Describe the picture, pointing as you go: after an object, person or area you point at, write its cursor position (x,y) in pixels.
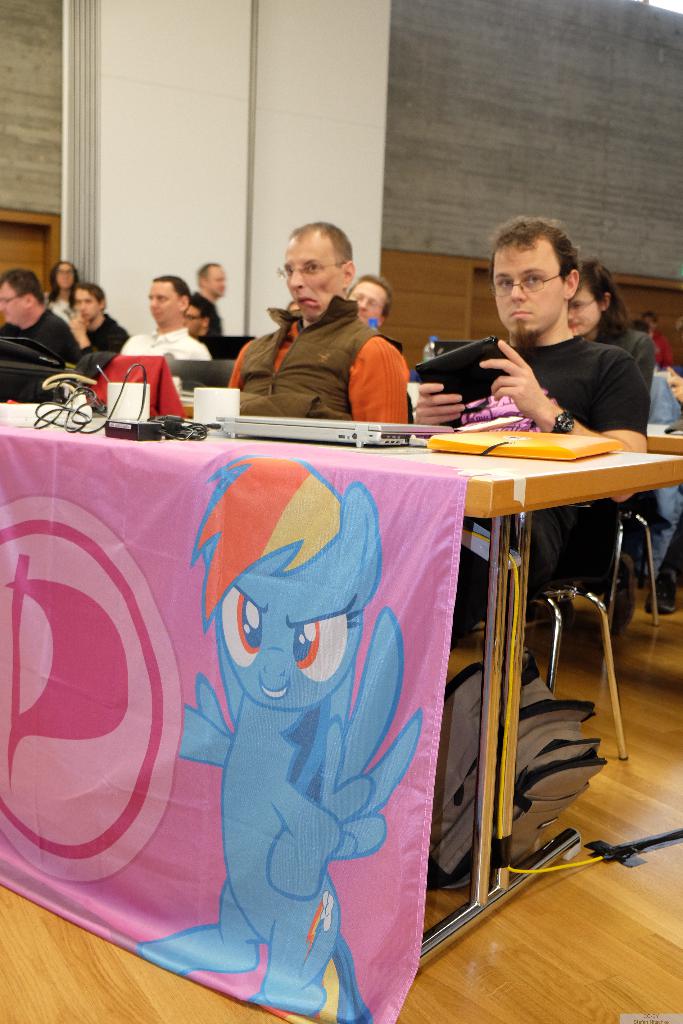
In this picture we can see some persons (26,308) sitting on the chairs (610,506). This is bag (535,745). There is a table (508,745). On the table (375,452) there are laptops (241,432) and some cables (189,437). On the background (504,167) there is a wall (525,167). And this is the floor (573,941).
